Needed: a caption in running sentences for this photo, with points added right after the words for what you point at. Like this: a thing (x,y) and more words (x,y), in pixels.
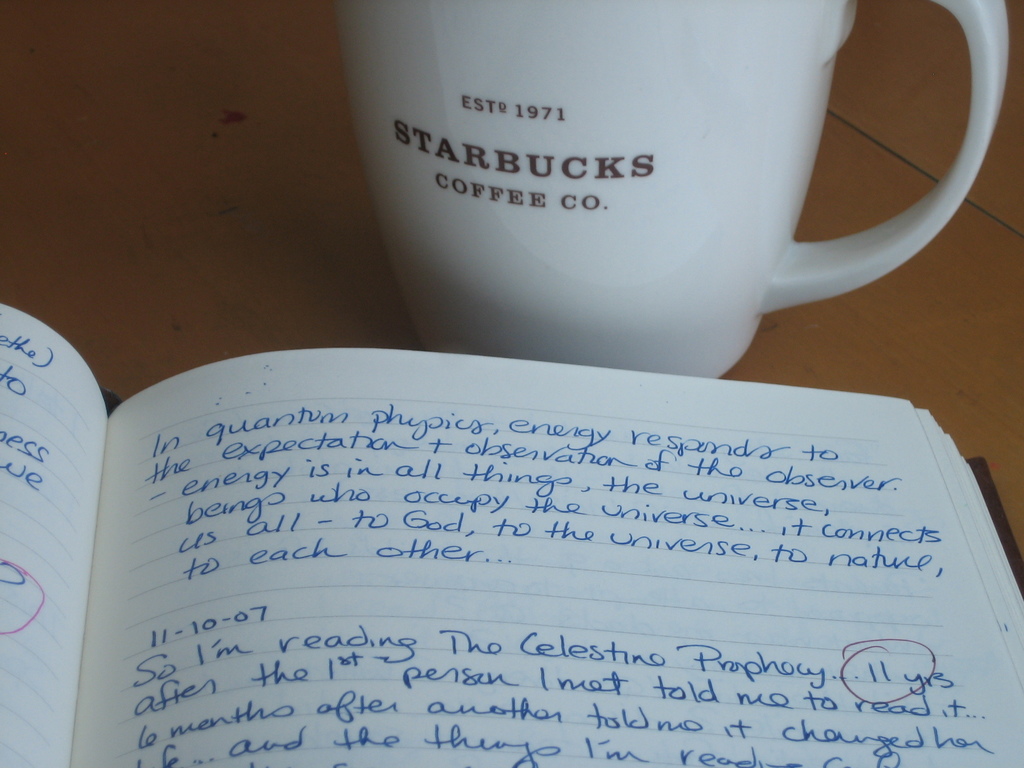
In this image, we can see a book (316,462) and a cup (440,156) are placed on the table (277,221).
